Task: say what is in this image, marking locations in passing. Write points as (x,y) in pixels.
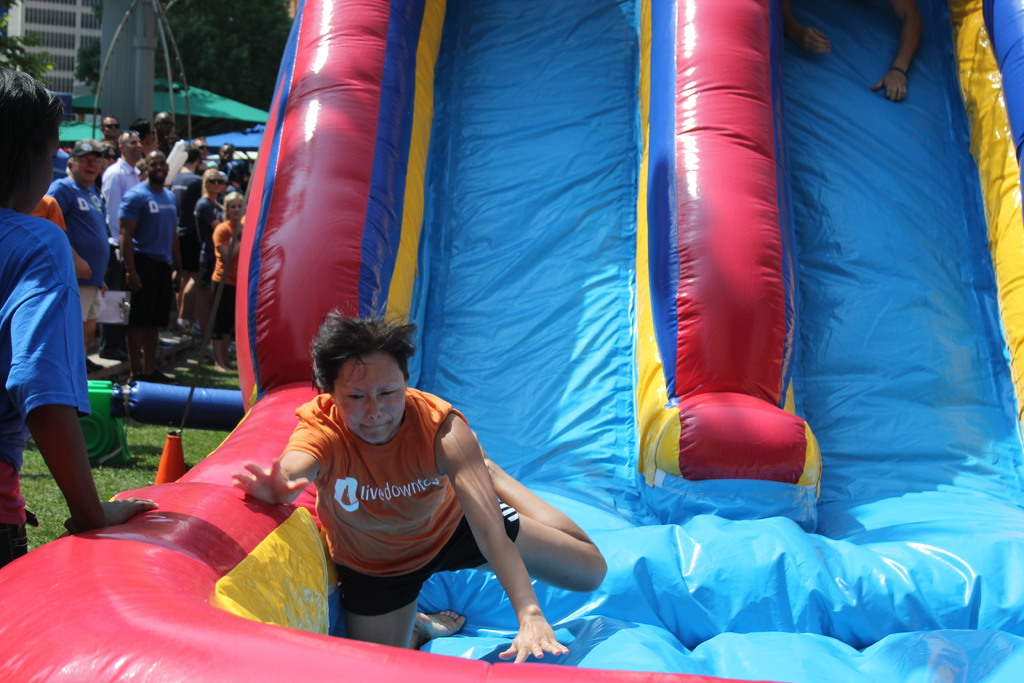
In this picture we can see some people (215,277) standing on the left side (145,230), on the right side (705,296) we can see an inflatable (579,319), there is a person (508,514) here, we can see grass (121,472) here, in the background (252,25) there is a tree (228,36).
